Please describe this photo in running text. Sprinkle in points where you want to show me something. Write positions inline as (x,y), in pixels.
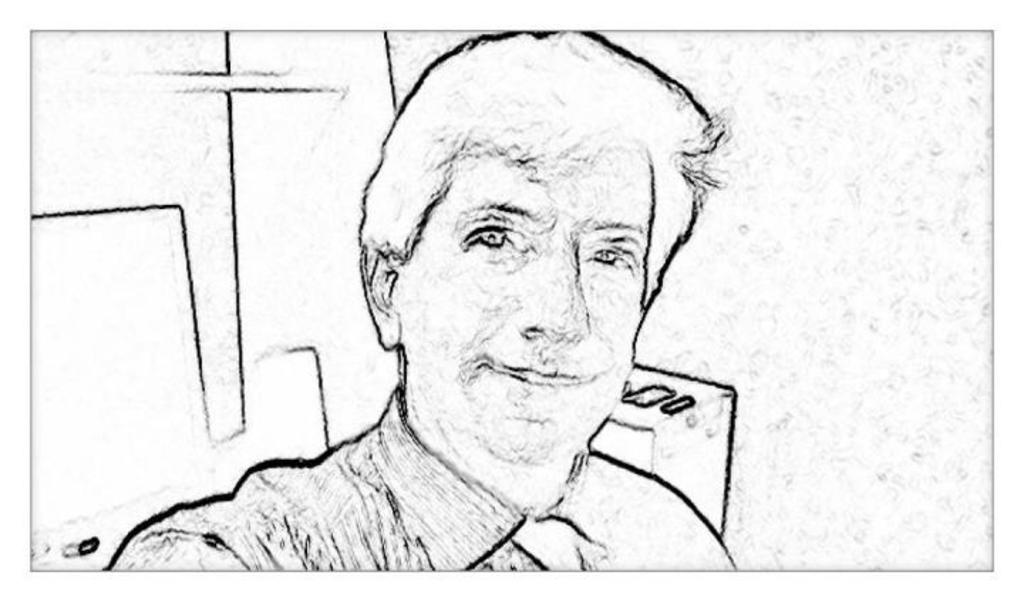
This image is in black and white where we can see a sketch (278,501) of a person (359,485) wearing shirt (306,508).
